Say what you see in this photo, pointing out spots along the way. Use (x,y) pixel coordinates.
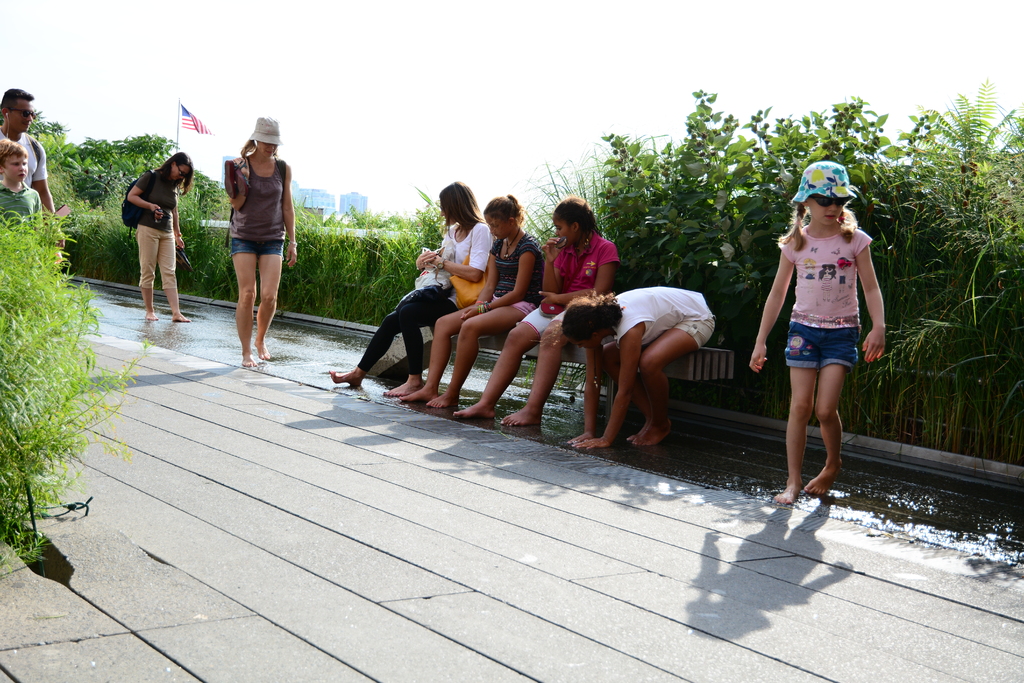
In this picture we can see group of people (536,377), few are seated and few are walking, beside to them we can find few shrubs (361,275) and plants (956,164), in the background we can see few trees (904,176), buildings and a flag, and also we can see water (906,506).
